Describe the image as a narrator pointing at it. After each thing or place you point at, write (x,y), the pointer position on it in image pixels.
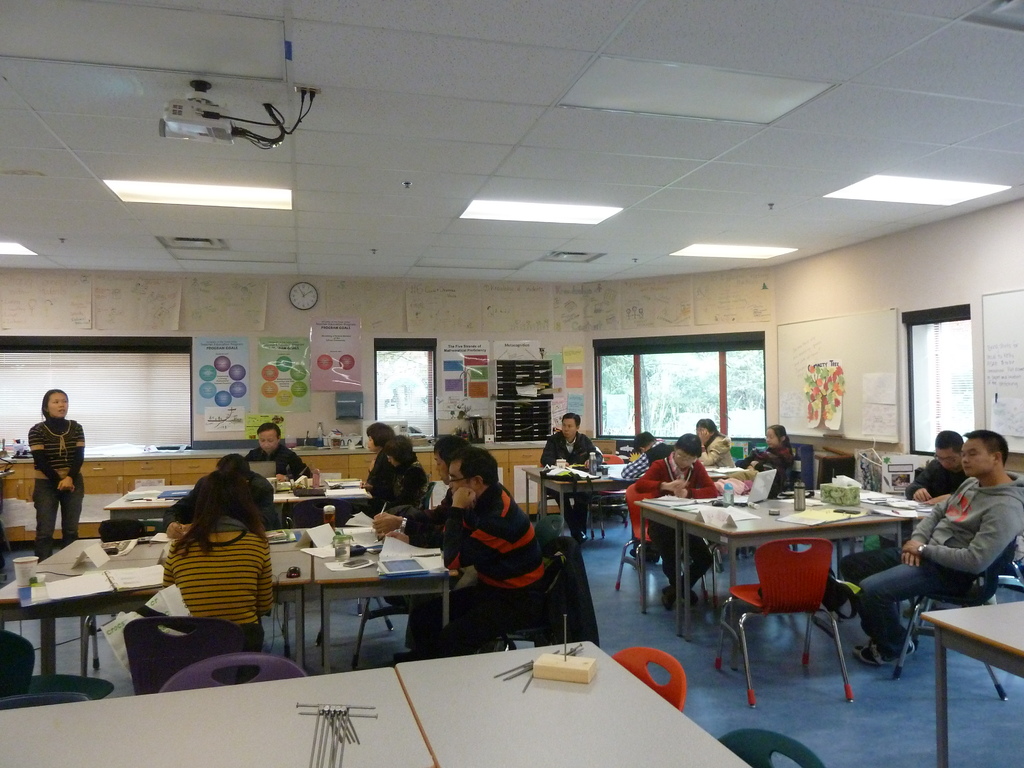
there is a room (419,495), in that room (419,495) people (419,495) are sitting on a chair (627,503) with a tables (529,467) in front of them, on the table (523,720) there are different different items (95,554) present on it, a woman (46,430) is standing in front of them.
